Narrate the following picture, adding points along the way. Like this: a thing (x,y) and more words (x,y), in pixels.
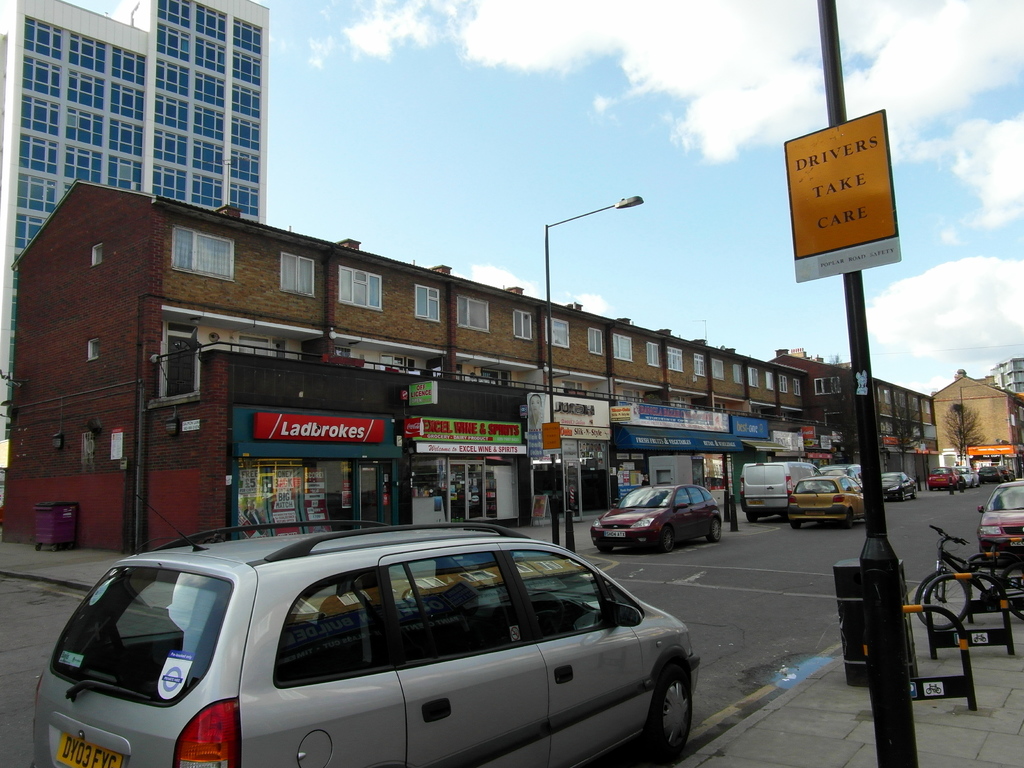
In this image we can see buildings (592,386), stores (683,438). There are cars (705,498) on the road (755,556). There are light poles (546,257). There is a pole (827,44) with a board (855,190) with some text (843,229) on it. At the top of the image (524,144) there is sky (450,89) and clouds (495,29).
